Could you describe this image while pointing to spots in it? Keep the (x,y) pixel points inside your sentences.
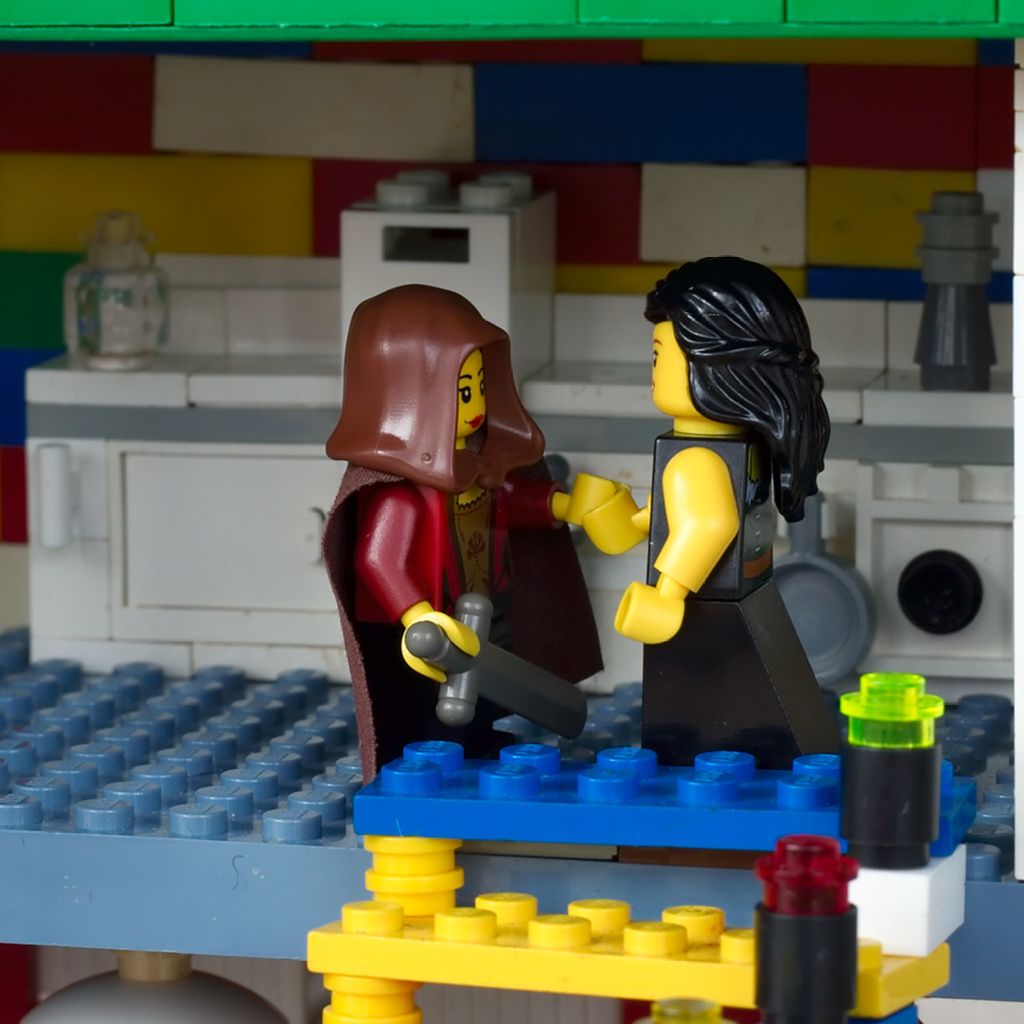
In this image I can see two toys (726,527), they are in black, yellow and maroon color. I can also see few blocks (459,820) in blue and yellow color, background (291,181) the wall (334,220) is in multi color.
